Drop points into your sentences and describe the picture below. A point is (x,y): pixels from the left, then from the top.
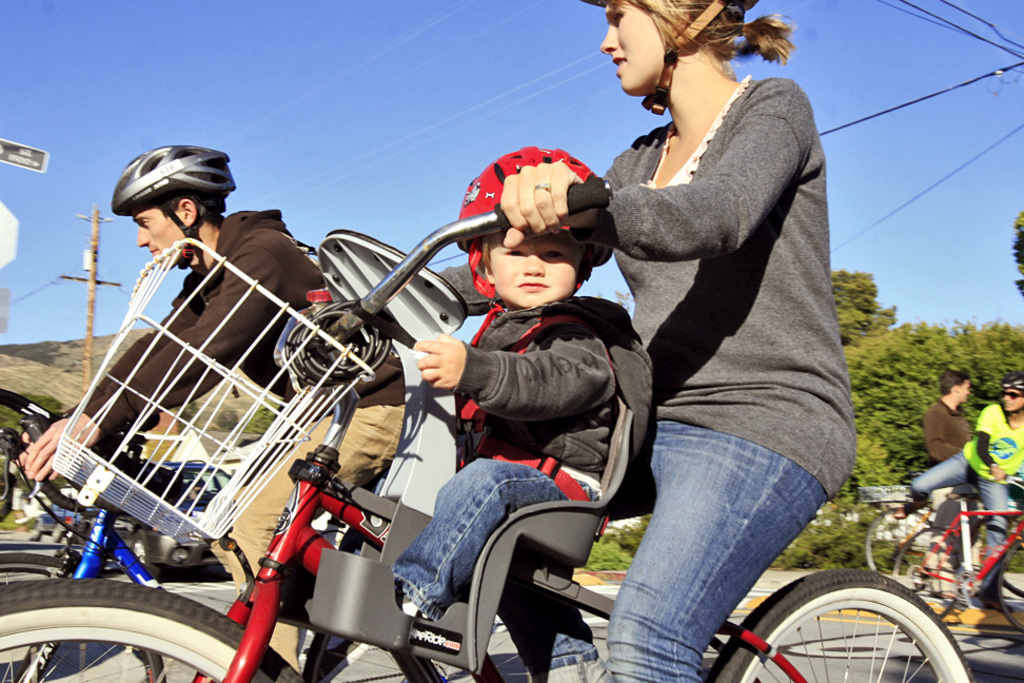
In the image to the front (748,342) there is a lady (727,412) with grey jacket (697,417) is sitting on the cycle (378,584). And also there is a baby (497,499) with red helmet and jacket (474,379) is sitting on the cycle (524,571). To the front of the cycle (524,571) there is a white basket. Behind them there is a man (305,285) on the cycle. At the right bottom of the image (1000,526) there is a person (974,458) with green jacket (1007,447) is sitting on the cycle (967,523). In the background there are trees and also there are electrical poles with wires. At the top of the image (542,111) here is a sky (799,25).
